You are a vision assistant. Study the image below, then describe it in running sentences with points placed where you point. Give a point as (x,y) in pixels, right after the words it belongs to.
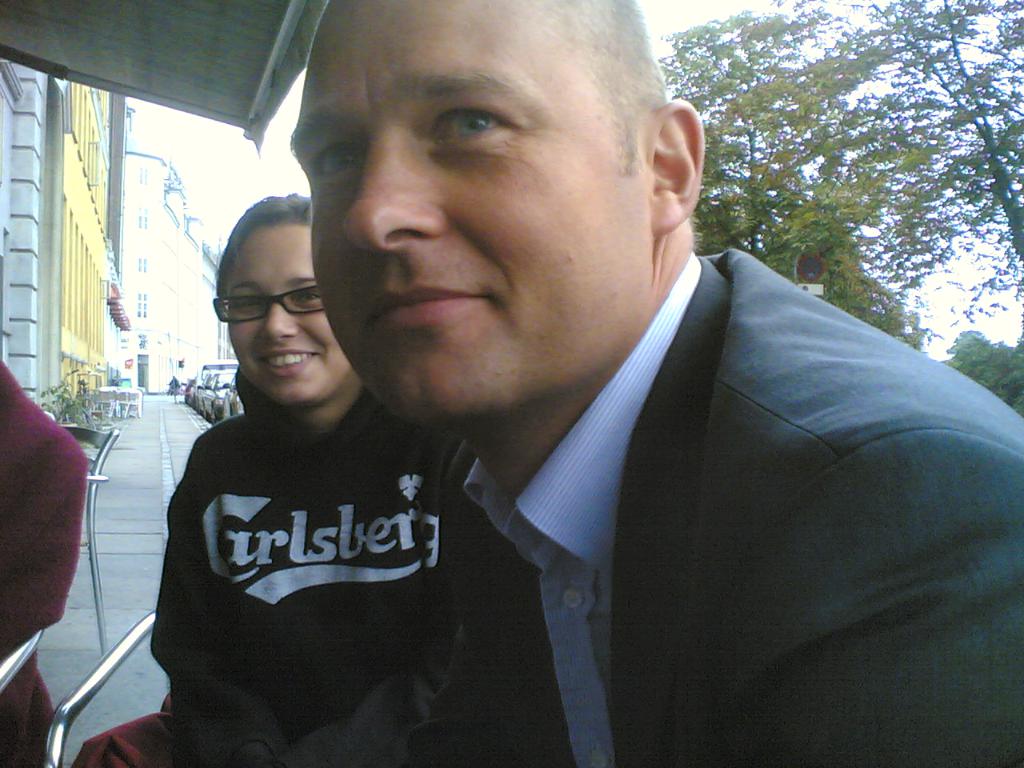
This image consists of three persons (518,592). In the front (715,533), we can see a man (734,577) wearing a black suit (615,575). Beside him, there is a woman (230,515) wearing a black jacket (264,579). In the background (1008,176), there are trees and cars (231,405). On the left (18,163), there are many buildings (126,350). At the top (260,184), there is the sky (280,188).
